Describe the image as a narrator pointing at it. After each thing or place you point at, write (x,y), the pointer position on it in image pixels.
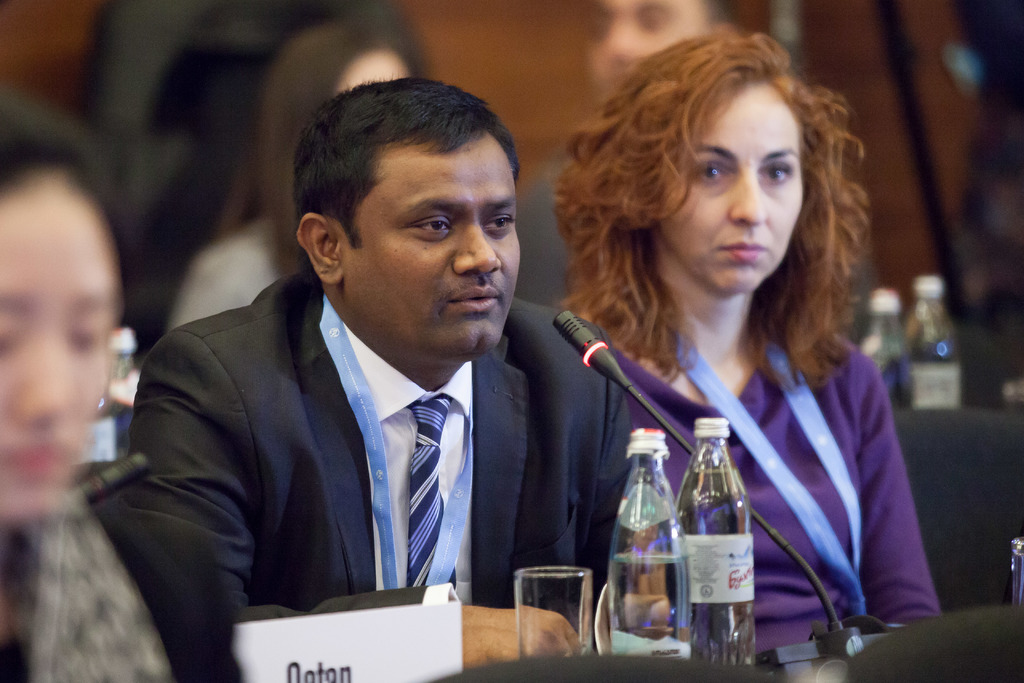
In this picture we can see some people (548,263) are sitting, we can see a name board (294,669), a glass (573,588), two bottles (689,592) and a microphone (616,373) in the front (575,610), there is a blurry background (878,138).
